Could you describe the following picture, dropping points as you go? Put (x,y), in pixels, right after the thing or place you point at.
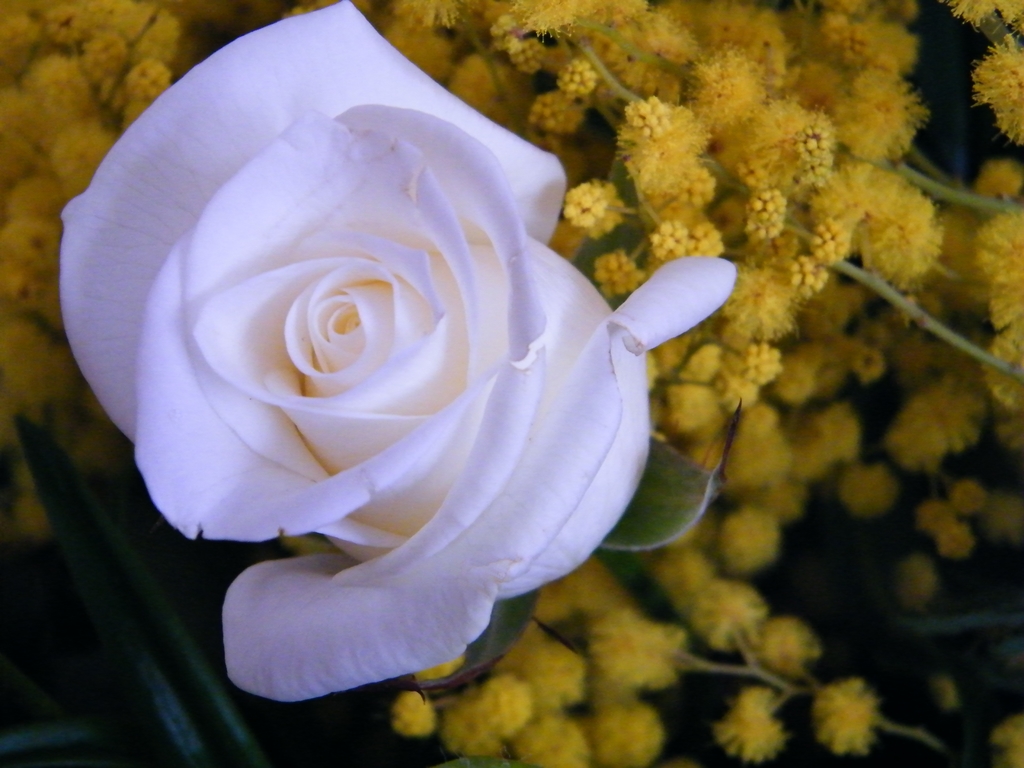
In the image we can see there is a white rose (424,251) and behind there are yellow flowers (625,674).
